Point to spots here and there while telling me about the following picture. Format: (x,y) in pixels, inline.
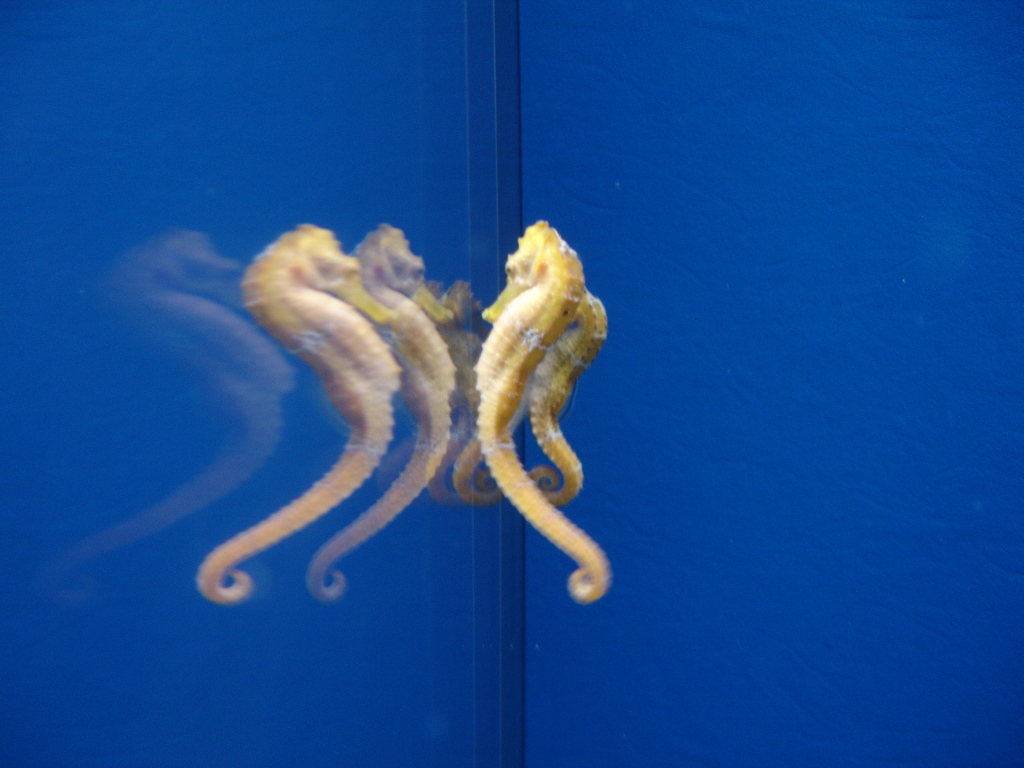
In the picture we can see an aquarium (660,572) which is blue in color with glass (352,171) and to it we can see two sea horses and its reflection (419,306) on the glass (190,187).
